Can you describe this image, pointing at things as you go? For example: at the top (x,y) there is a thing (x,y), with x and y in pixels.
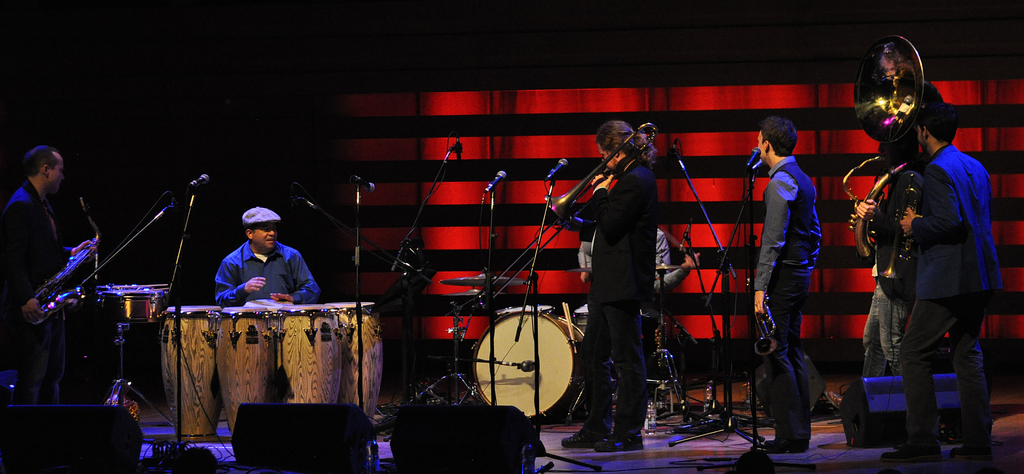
This is the picture of a stage show where some people (46,230) are standing and the other person (299,255) is sitting in playing some musical instruments (569,216).
